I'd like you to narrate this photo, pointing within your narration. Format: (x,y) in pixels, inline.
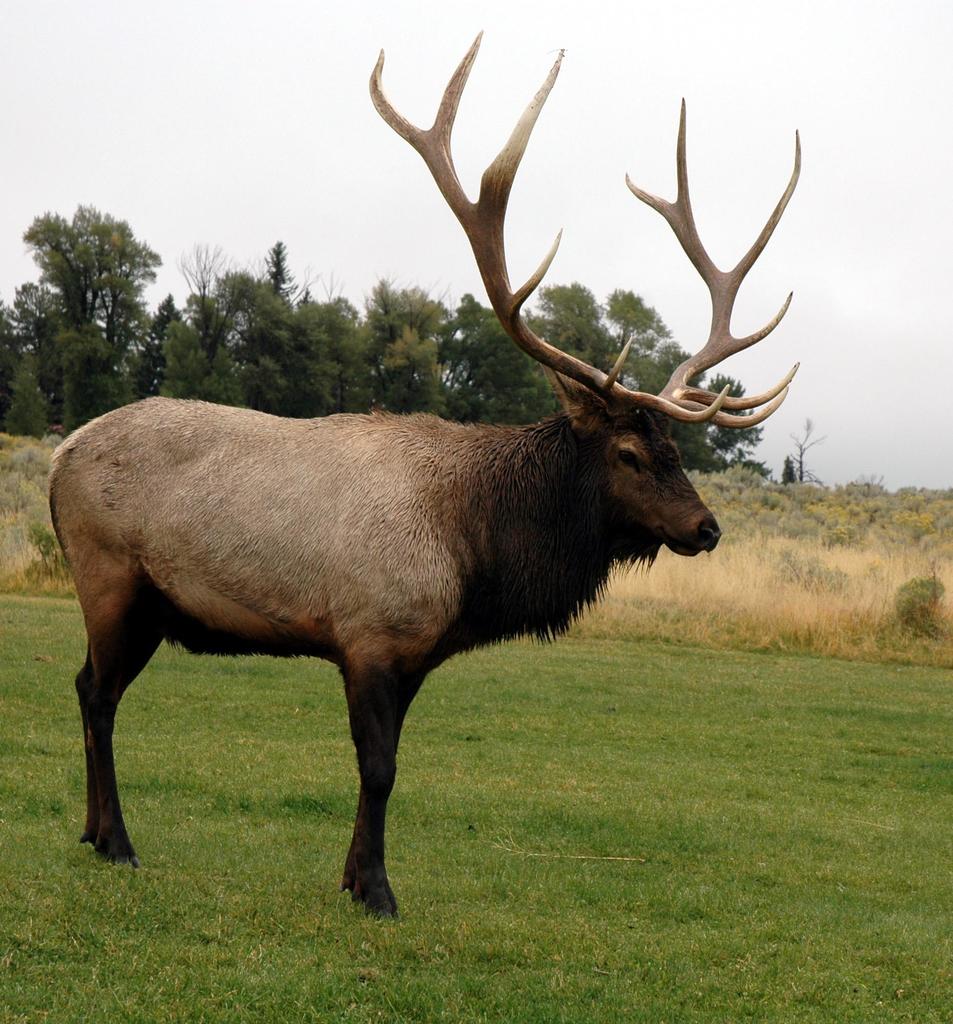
In this image we can see an elk (683,412) standing on the ground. In the background (755,150) we can see sky (444,247), trees (243,298) and plants (701,579).
